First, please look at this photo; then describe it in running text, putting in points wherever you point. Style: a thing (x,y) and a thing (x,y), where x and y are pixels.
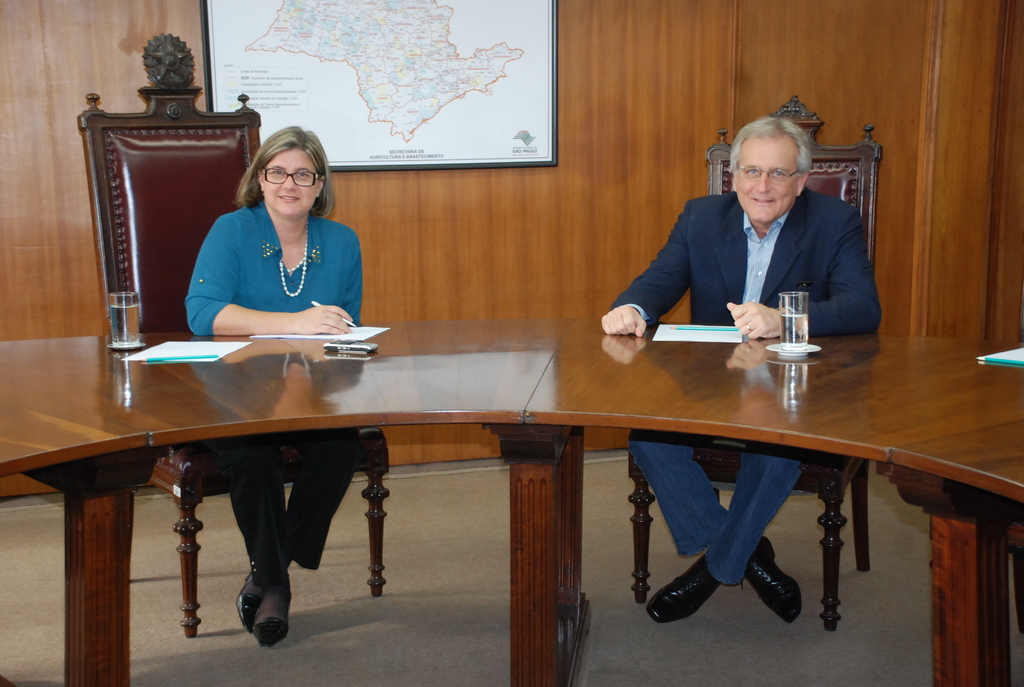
In this picture we can see a man (750,240) and woman (265,246) sitting on chairs (172,281) in front of a table (577,410). We can see glass of water (790,332) on the table (100,347). These are papers (675,341). This is woman (356,317) is holding a pen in her hand (339,331). On the background (362,62) we can see a wall (853,93) and a board (394,91) in which we can see a map (418,127).
